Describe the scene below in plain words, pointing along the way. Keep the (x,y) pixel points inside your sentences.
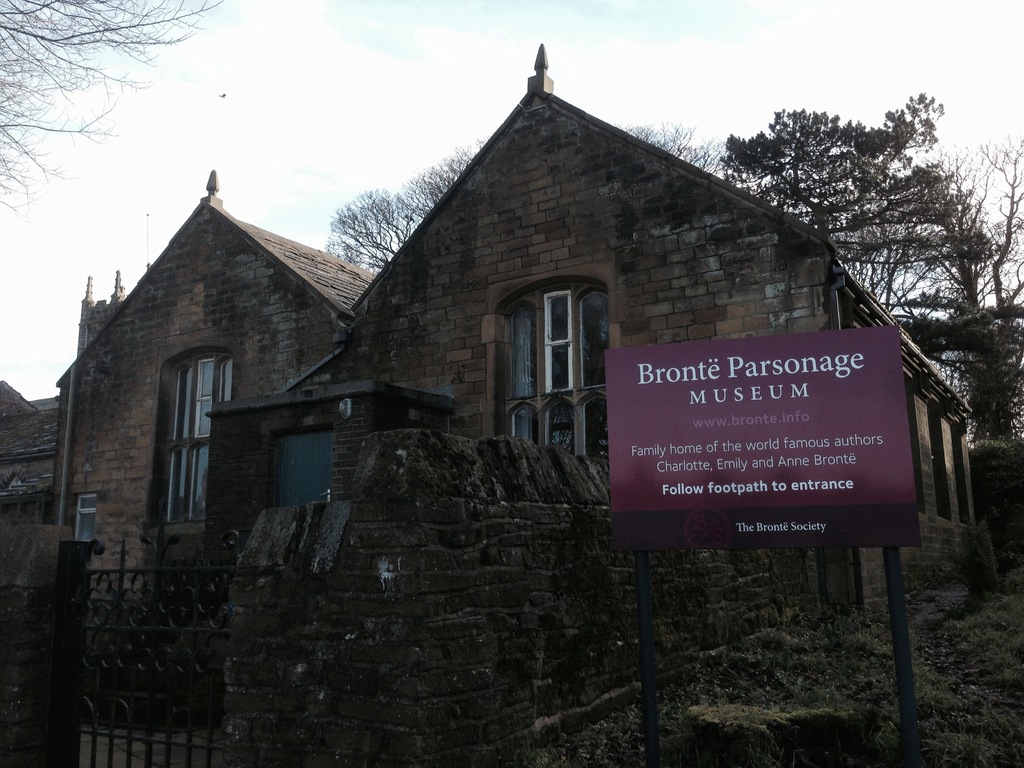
In this image we can see houses (454,401), windows (187,496), gate (156,533), wall (417,626), board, and trees (1018,503). In the background (56,133) there is sky (435,125) with clouds (605,62).
